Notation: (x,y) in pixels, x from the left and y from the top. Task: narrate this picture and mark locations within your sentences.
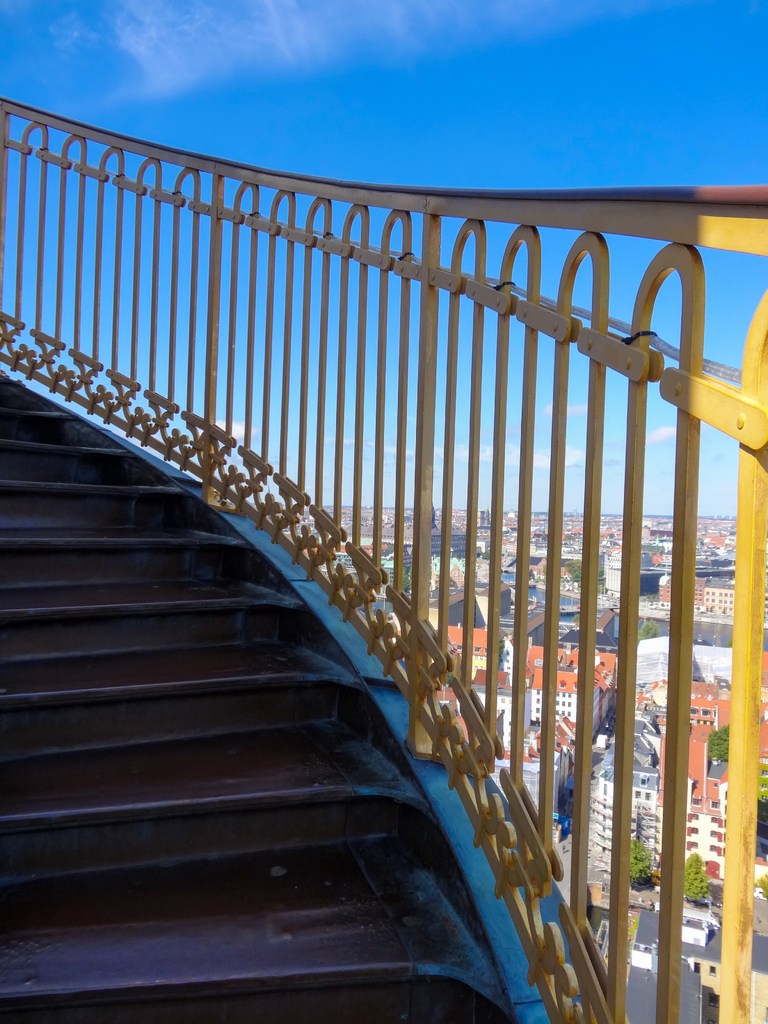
In the center of the image (276,619) there are stairs (277,626) and fencing (402,570). In the background (541,649) there are buildings (506,618), trees (637,853), roads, sky (494,115) and clouds (210,84).
